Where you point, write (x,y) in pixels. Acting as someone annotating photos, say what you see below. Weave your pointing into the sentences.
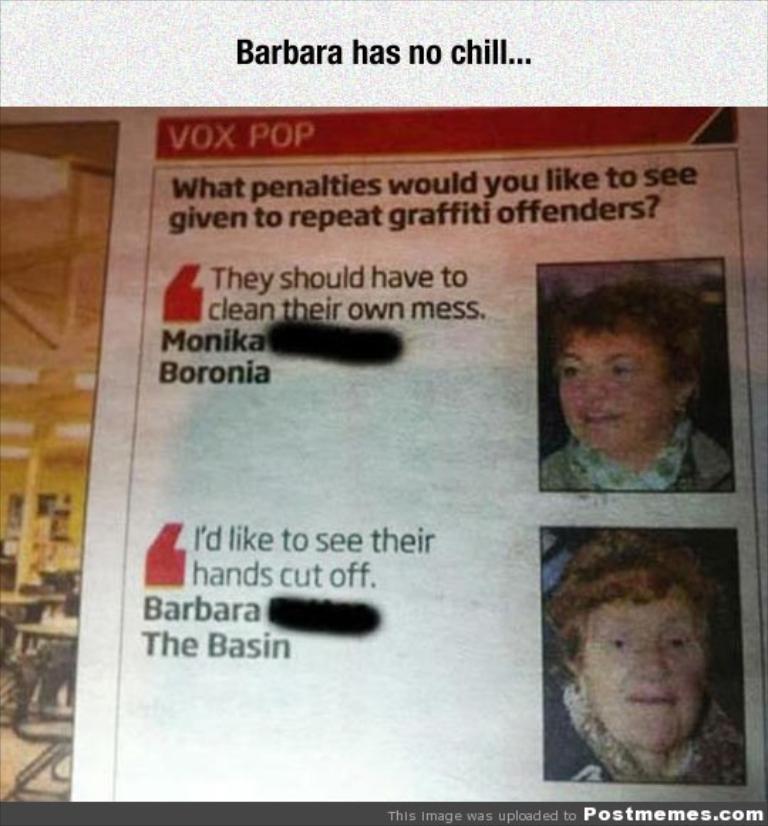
In the picture we can see a magazine (118,537) with some information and two women images (638,722).
